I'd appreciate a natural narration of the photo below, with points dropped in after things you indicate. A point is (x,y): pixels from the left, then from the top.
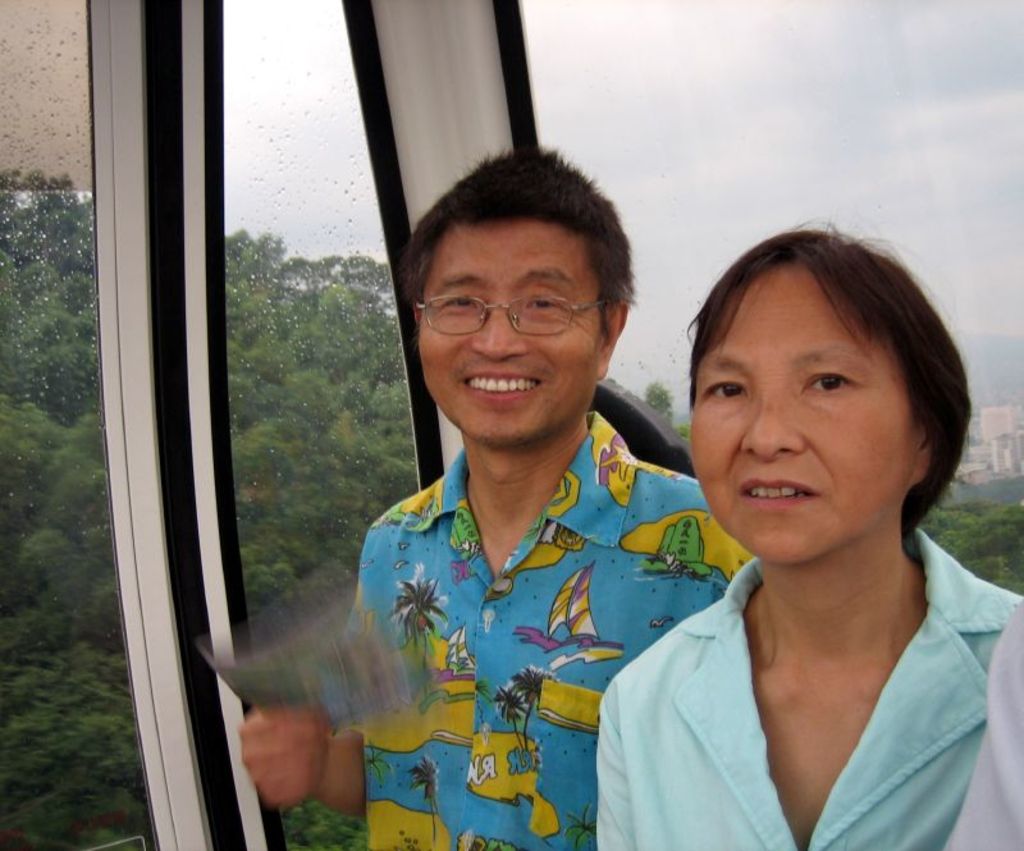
In the image two persons (595,220) are standing and smiling. Behind them there is a glass (110,543). Through the wall (317,248) we can see some trees (67,252) and clouds (929,47) and sky (929,47).
